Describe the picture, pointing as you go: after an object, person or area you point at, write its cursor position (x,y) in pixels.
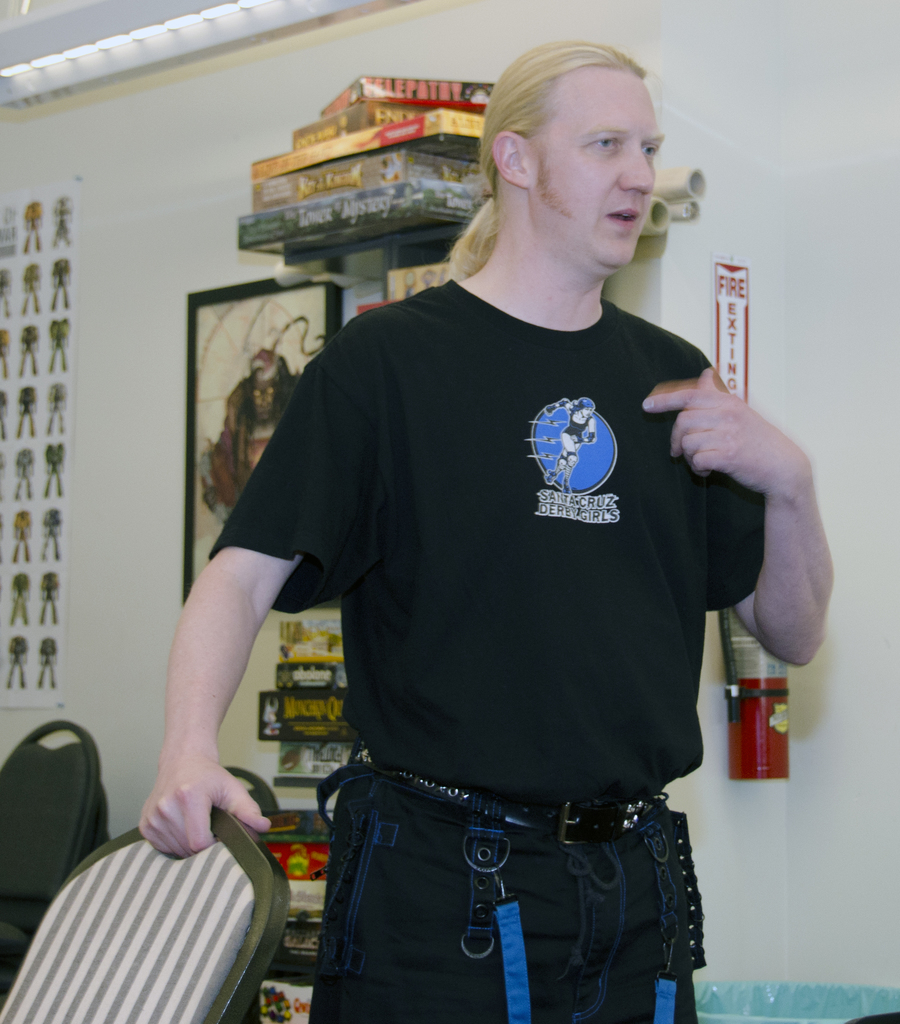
In this image there is a man (482,665) in the middle (412,656) who is holding the chair (256,836). Behind him there are shelves (297,759) on which there are boxes (311,691). To the wall (151,210) there is a photo frame (218,372) and a chart (59,359). At the top (121,57) there are lights (135,49). On the right side (751,717) there is a fire extinguisher (753,735) to the wall (847,214).
